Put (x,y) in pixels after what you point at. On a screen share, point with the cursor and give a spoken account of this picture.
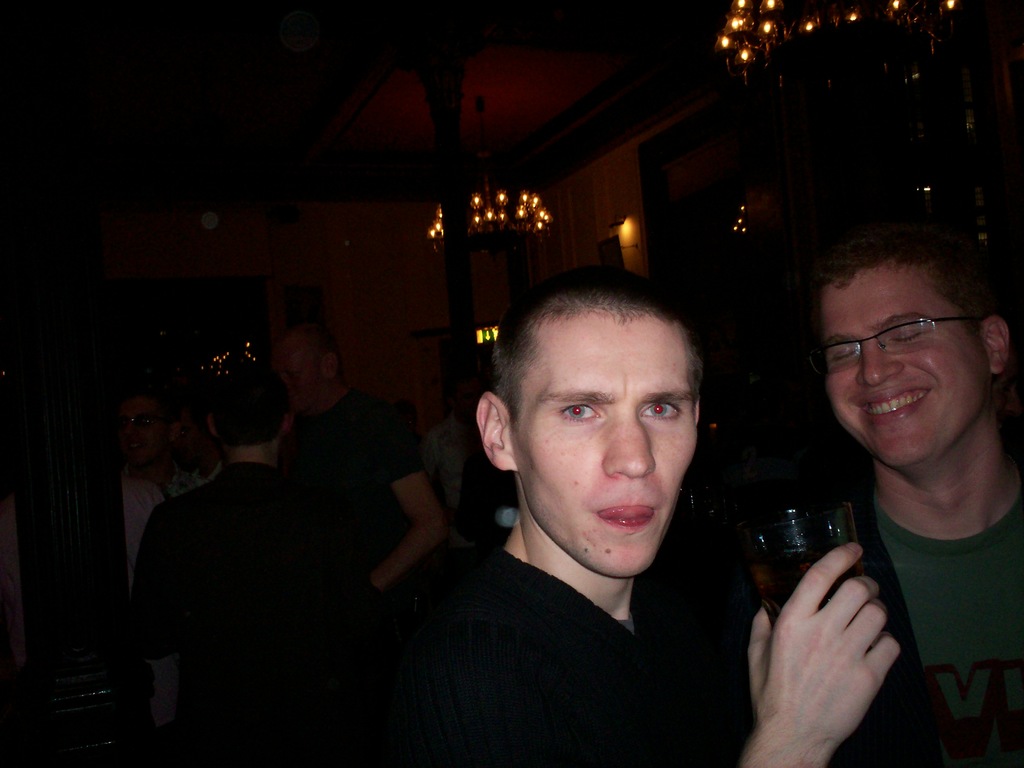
On the right side (798,605), there is a person (510,570) in a black color T-shirt (479,605), holding a glass (792,537) and watching something. Beside him, there is another person (909,316), wearing a spectacle (841,350) and smiling. In the background (843,27), there are lights (503,220) arranged and there are persons (371,392) standing. And the background (425,380) is dark in color.
